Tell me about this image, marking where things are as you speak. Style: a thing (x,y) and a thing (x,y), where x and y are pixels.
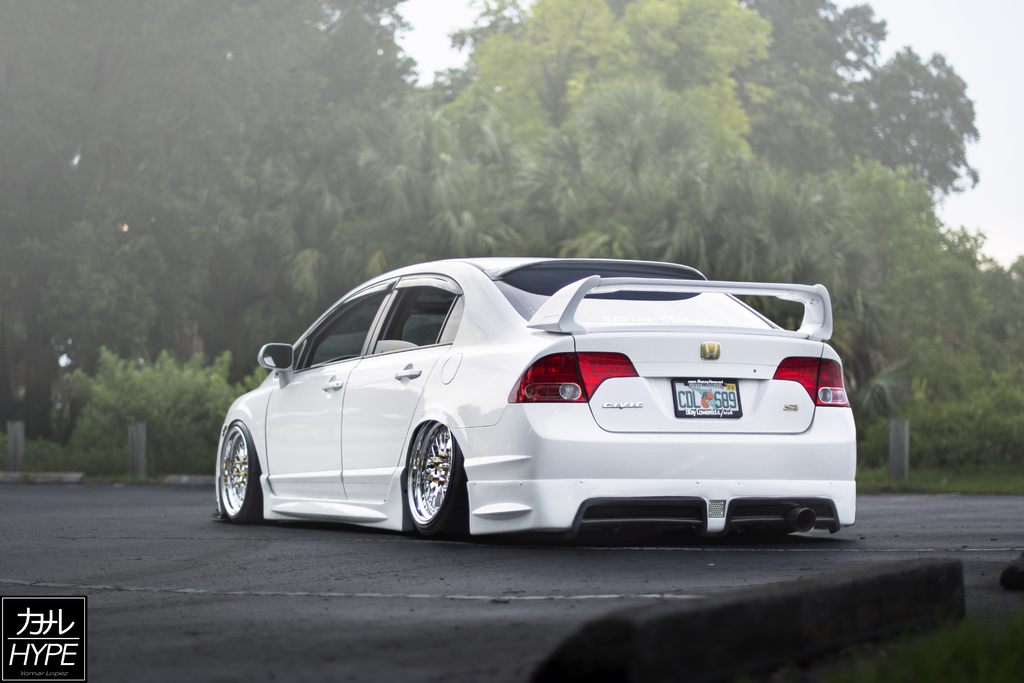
In this image we can see a car (471,274) on the road (407,540) and we can also see plants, trees (747,72) and sky (1014,75).
